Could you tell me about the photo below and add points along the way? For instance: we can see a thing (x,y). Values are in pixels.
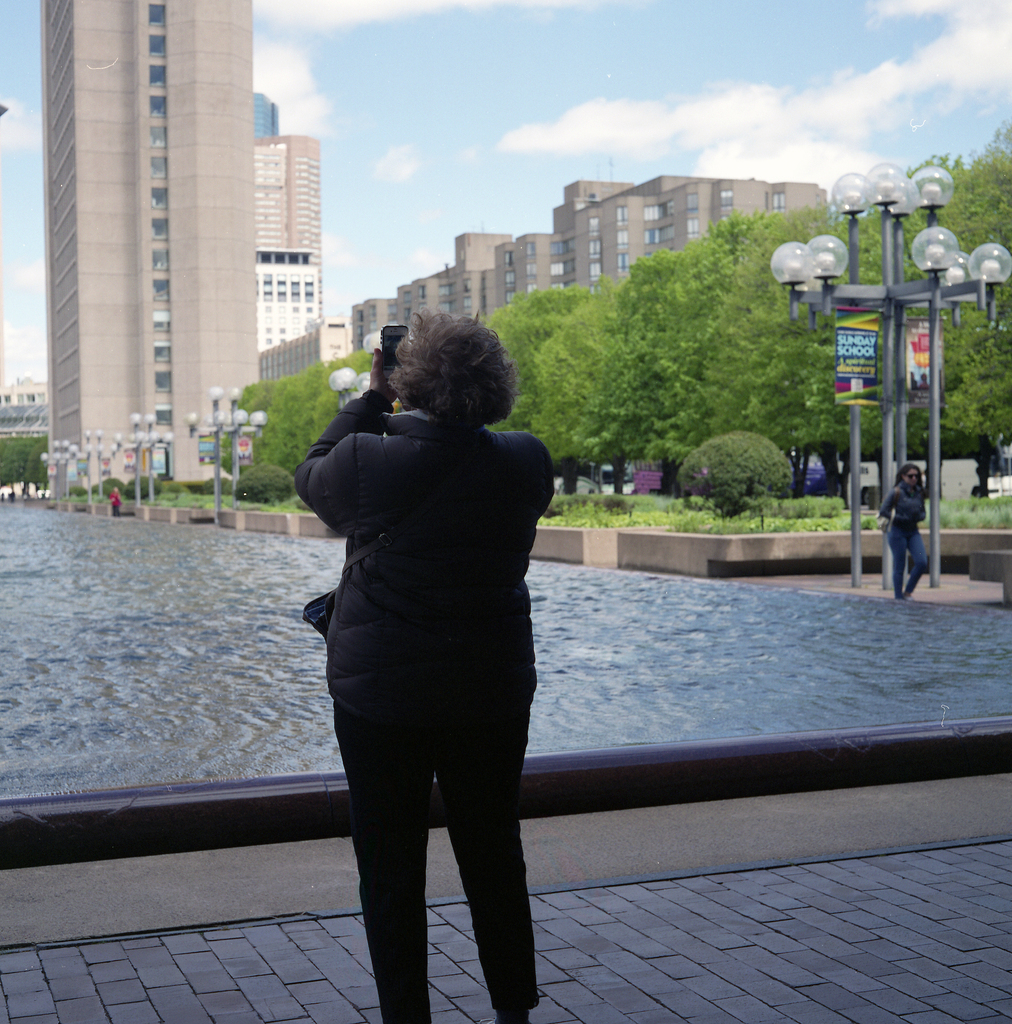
In this image, we can see some buildings (208,272), trees (619,398) and lights (930,240). There are two persons (350,636) standing and wearing clothes (491,730). There is a lake (738,588) in the middle of the image (600,676). There is a sky (490,37) at the top of the image (478,38).
